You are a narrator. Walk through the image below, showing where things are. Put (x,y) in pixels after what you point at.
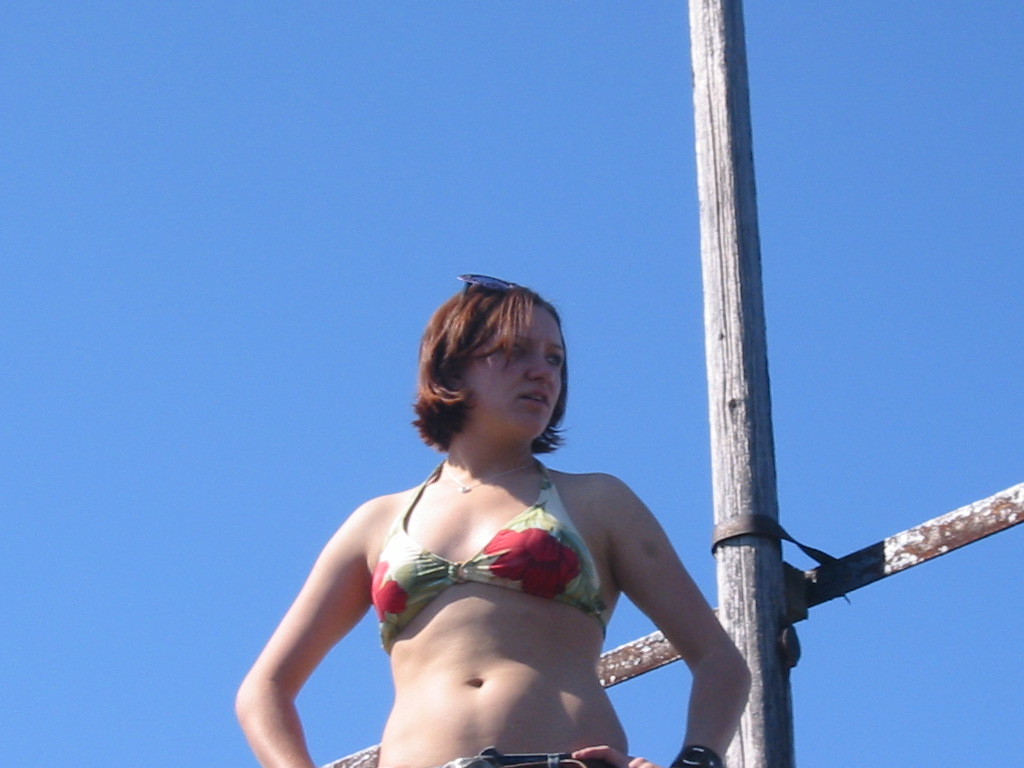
Here is the woman (522,631) standing. This looks like a wooden pole (774,564). Here is the sky (354,226), which is blue in color.
